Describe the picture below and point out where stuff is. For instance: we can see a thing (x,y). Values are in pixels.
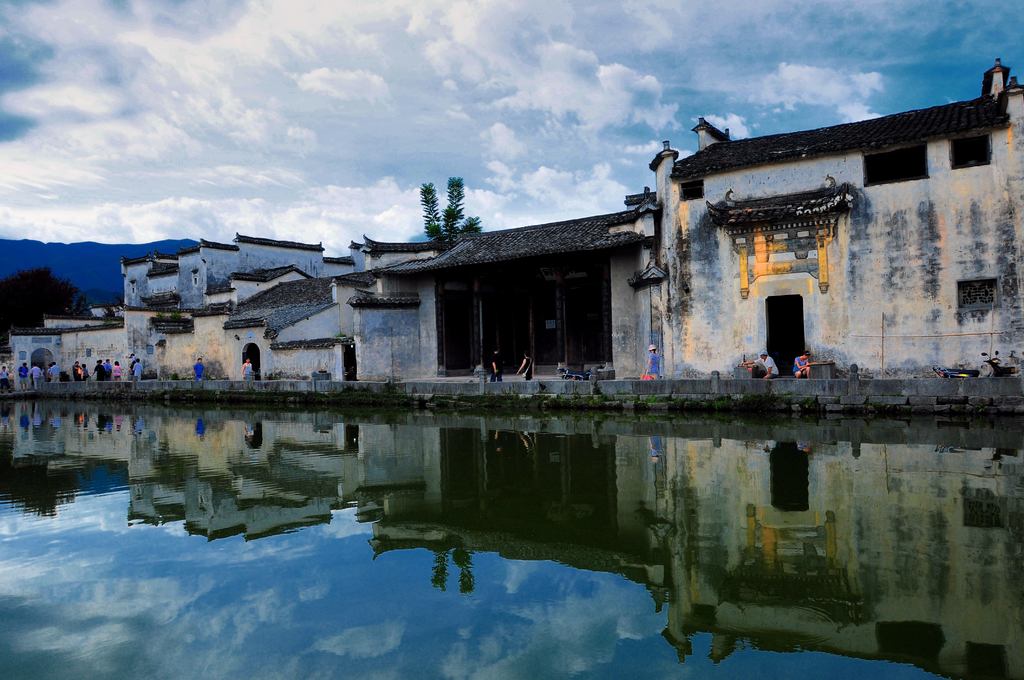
In this image we can see many houses (587,320). There are many people (100,380) in the image. There is a lake (427,636) in the image. There is a reflection (407,520) of the houses (731,320) and the sky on the water surface (334,600). There are few trees (54,282) in the image.
